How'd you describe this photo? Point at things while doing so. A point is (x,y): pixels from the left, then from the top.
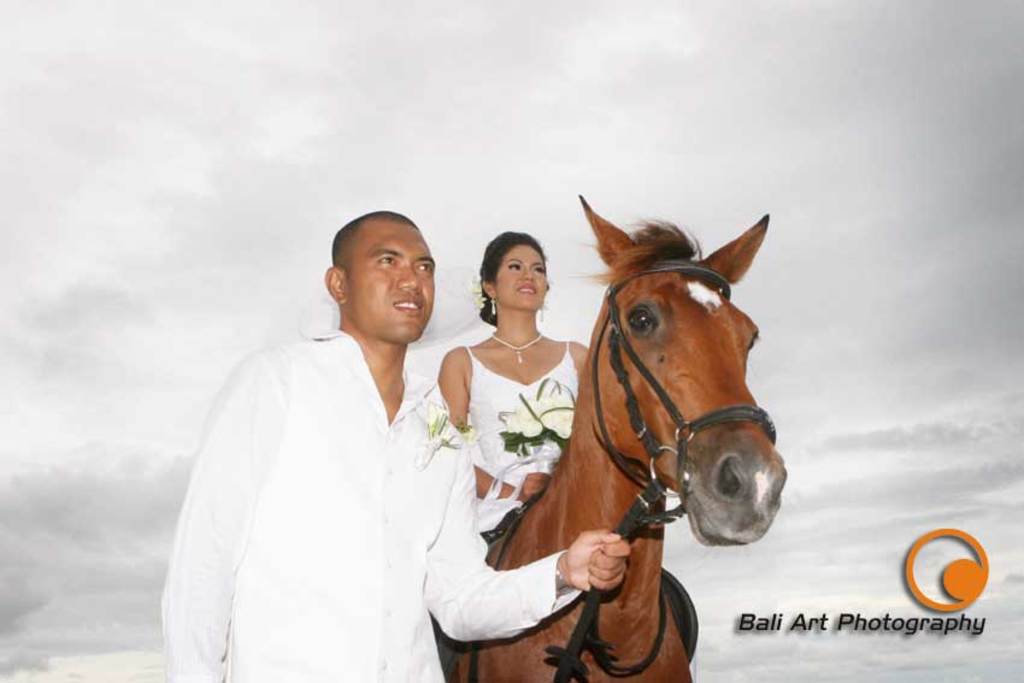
In this picture this man (340,606) standing and holding a horse (644,460), on the horse (670,391) there is a woman (476,463) seated holding a bouquet (537,431). In the background (113,87) there is sky (779,73), sky (876,138) is cloudy.
